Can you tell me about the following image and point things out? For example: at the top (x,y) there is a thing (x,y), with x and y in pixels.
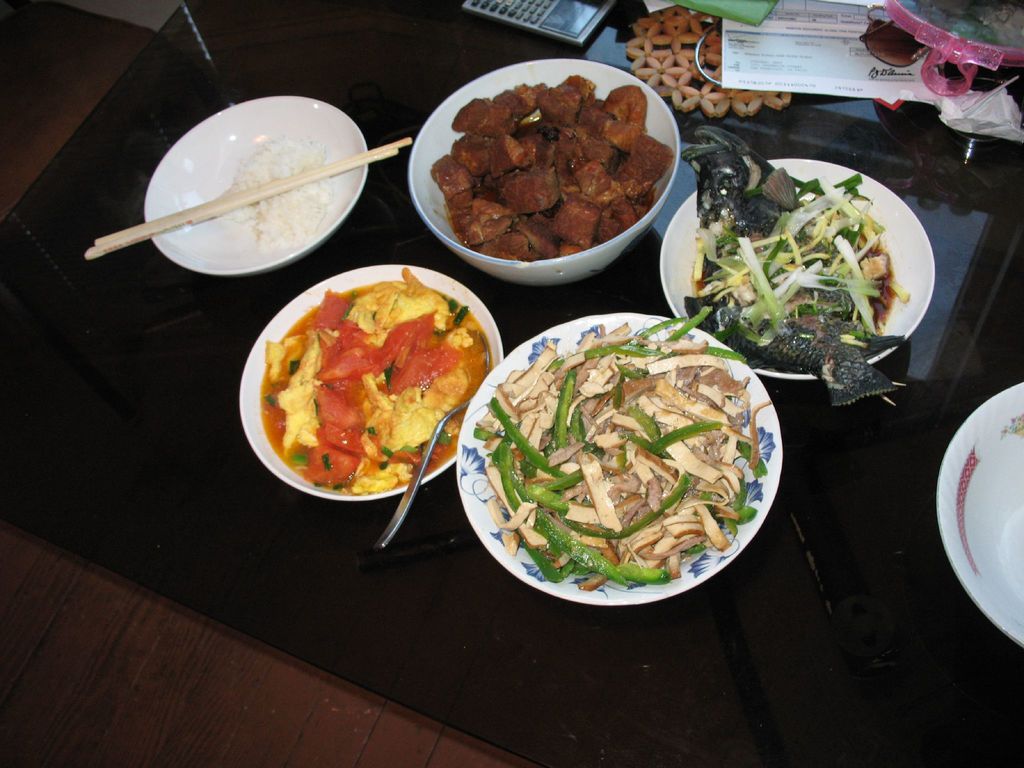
In this picture there is a table (693,592) with some of food (579,413) served in different types of bowls (997,494) and then there are some objects (768,70) placed here in the back (803,19).
